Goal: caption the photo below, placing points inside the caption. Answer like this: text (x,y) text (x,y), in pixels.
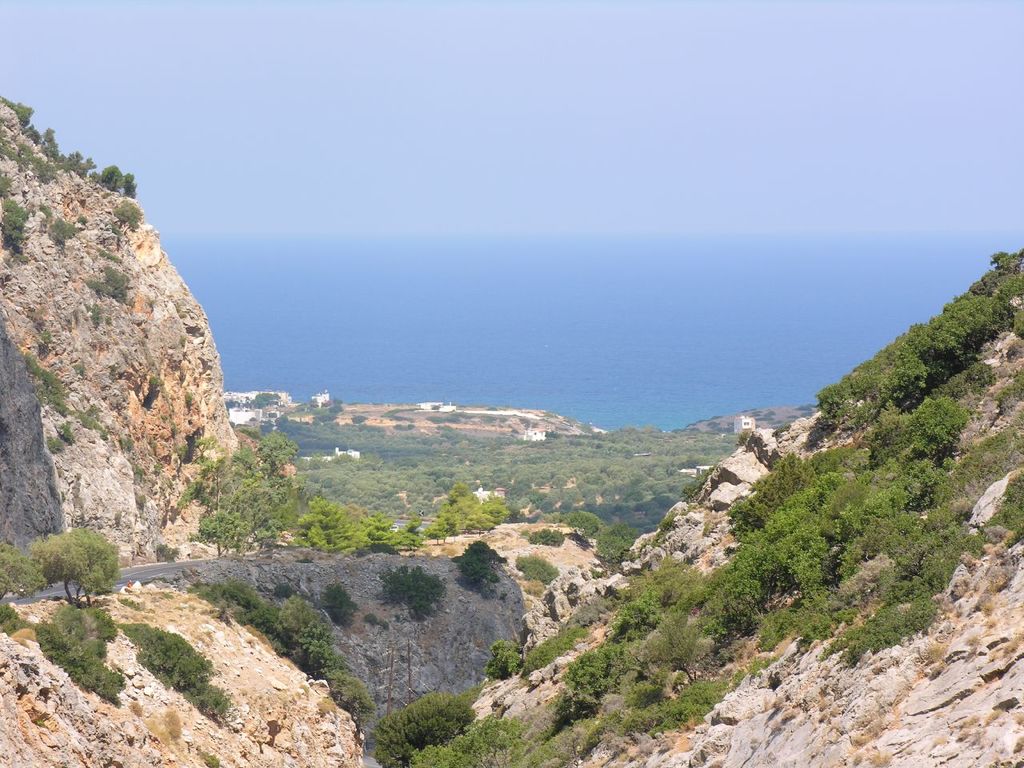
In this image in the front (166,413) there are rocks (522,614) and there are plants (734,528). In the background (557,494) there are trees (605,467) and there is an ocean (552,285).
